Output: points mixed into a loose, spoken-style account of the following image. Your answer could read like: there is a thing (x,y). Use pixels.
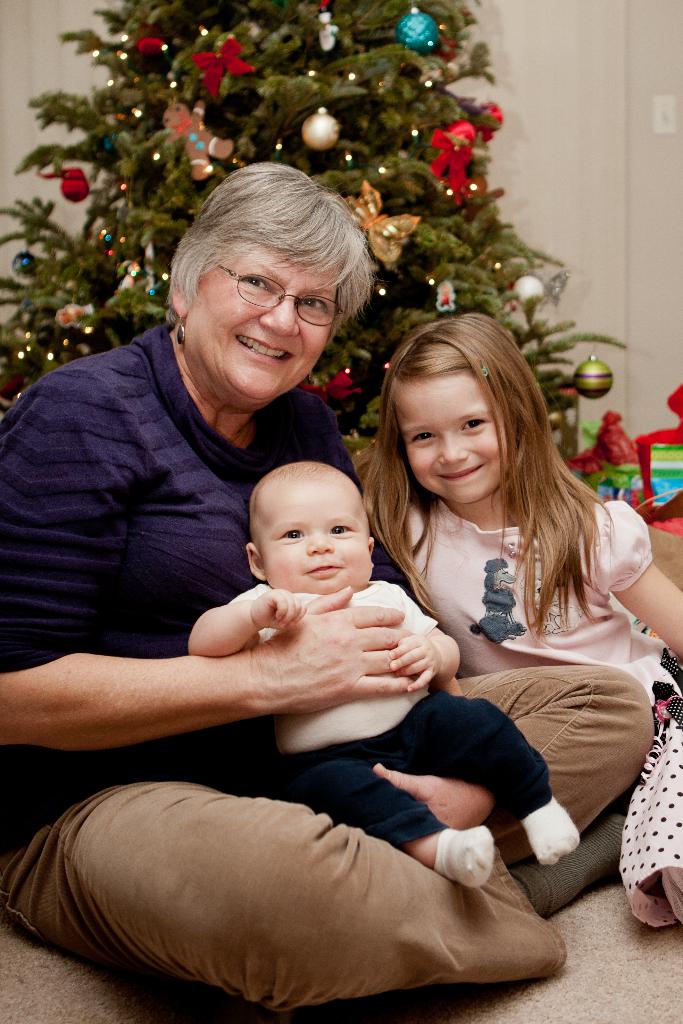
In this picture we can see a woman (180,491) and two kids (280,626), behind them we can find a Christmas tree (299,118), lights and decorative things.
